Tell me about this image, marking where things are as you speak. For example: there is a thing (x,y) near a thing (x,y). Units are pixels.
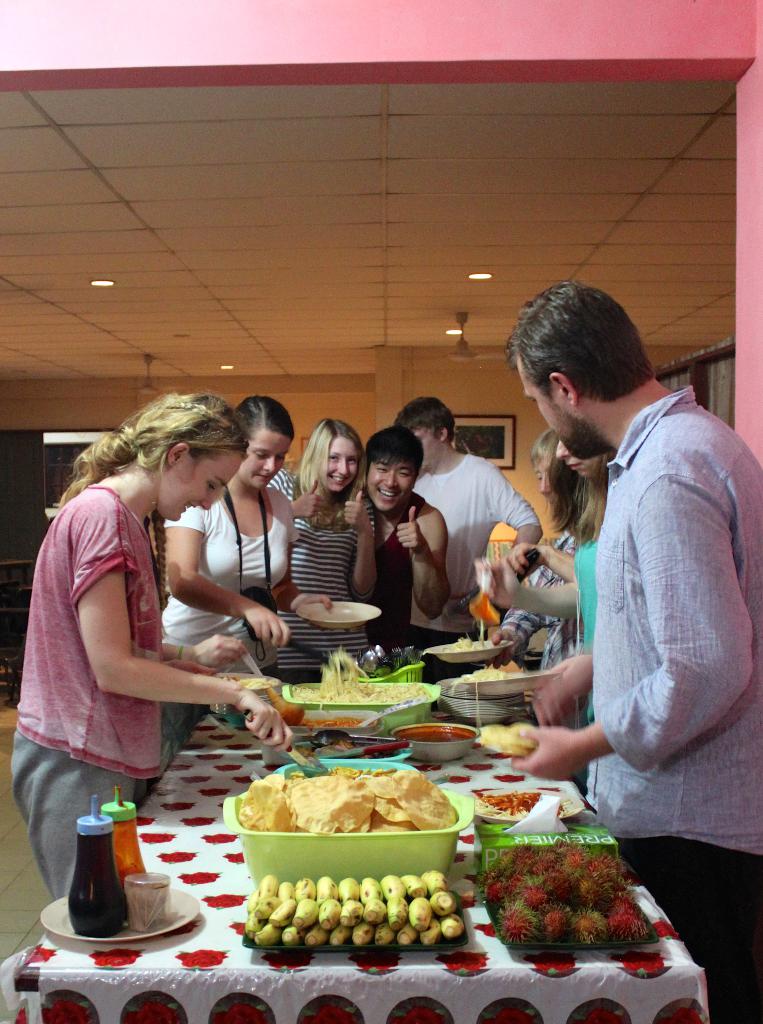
In this image we can see a group of people (334,532) are standing, and smiling, in front (362,806) here is the table (235,789), and food items (296,805) on it, here are the plates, here are the fruits (401,905), here is the wall (427,357) and a photo frame (460,431) on it, here is the light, here is the roof (283,219).
